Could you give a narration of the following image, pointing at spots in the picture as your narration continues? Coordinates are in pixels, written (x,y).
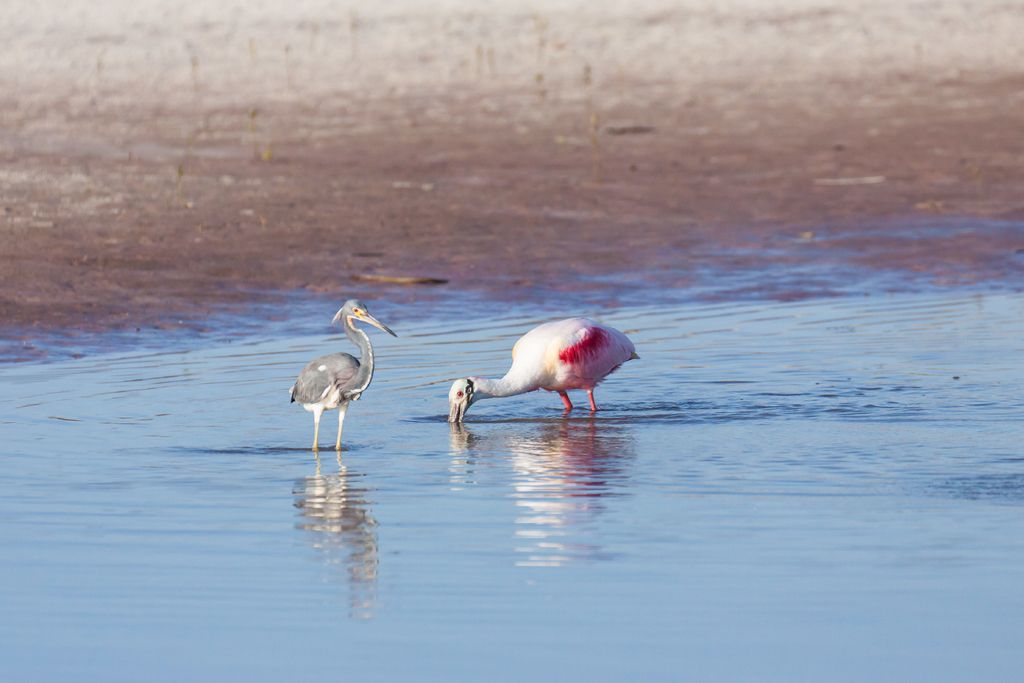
In the middle (601,328) a white color crane (594,364) is eating in the water (588,423), beside of it grey color crane (344,356) is standing in the water (225,468).
